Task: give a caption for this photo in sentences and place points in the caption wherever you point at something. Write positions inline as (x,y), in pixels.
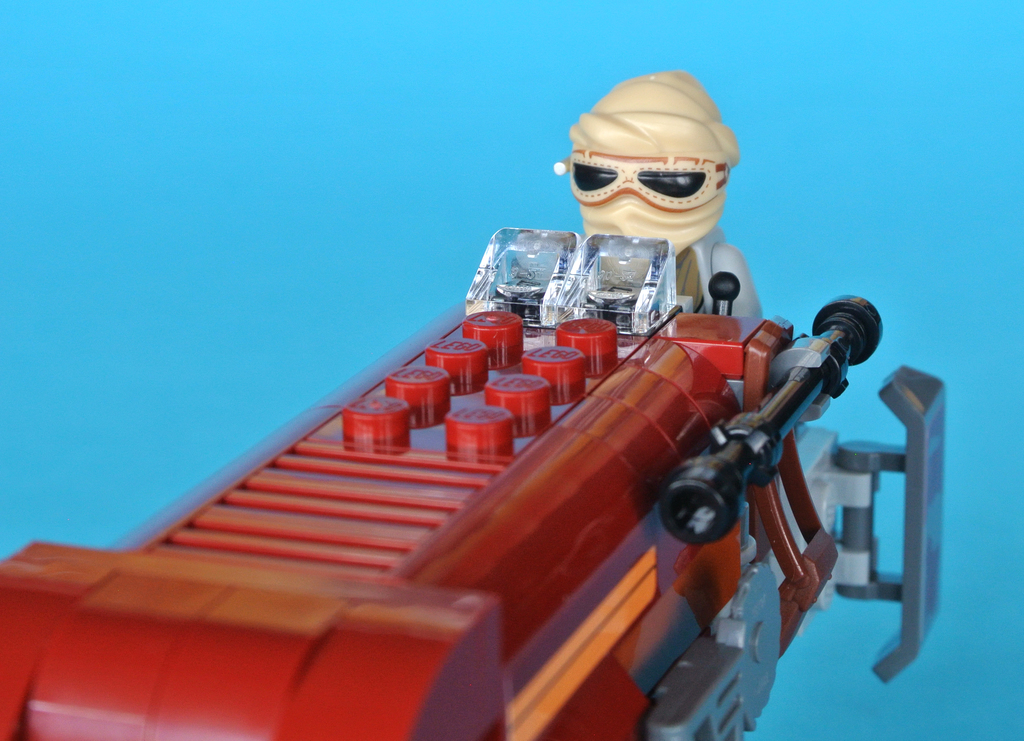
In the image there is a lego toy (731,477) and a lego man (687,206) behind it and the background (224,194) is blue color.
